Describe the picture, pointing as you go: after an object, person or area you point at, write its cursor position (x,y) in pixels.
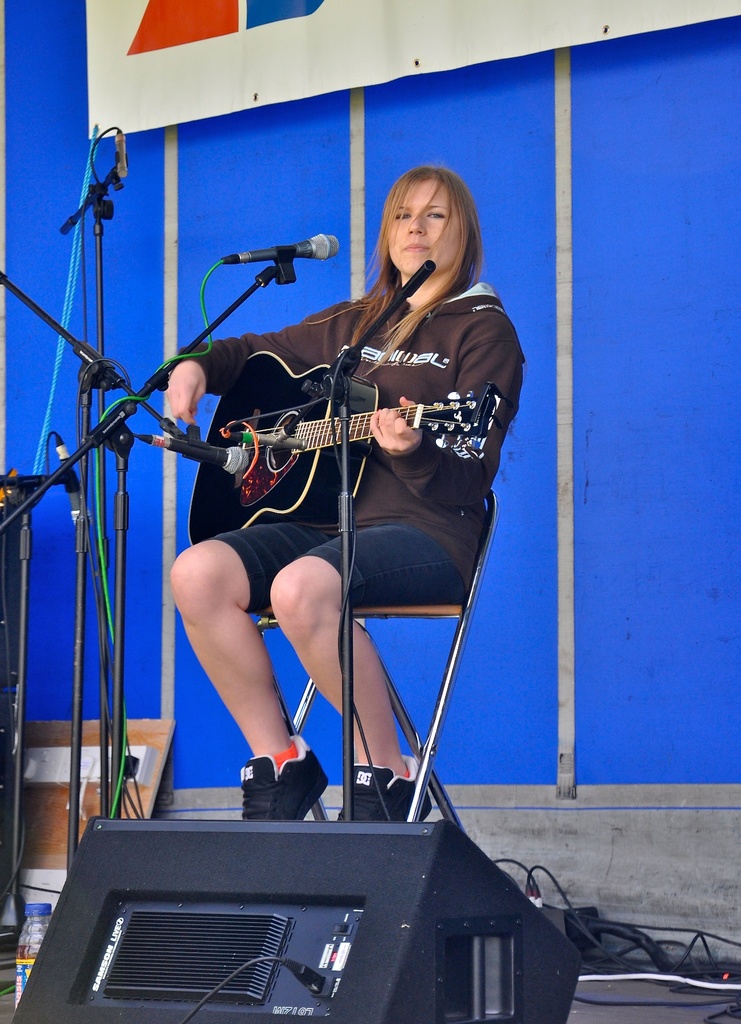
In the picture we can see a woman (428,447) sitting on a chair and holding a guitar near the microphone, she is holding a black guitar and playing it. In the background (719,348) we can find a blue wall (695,365) with white hoarding (186,73).
